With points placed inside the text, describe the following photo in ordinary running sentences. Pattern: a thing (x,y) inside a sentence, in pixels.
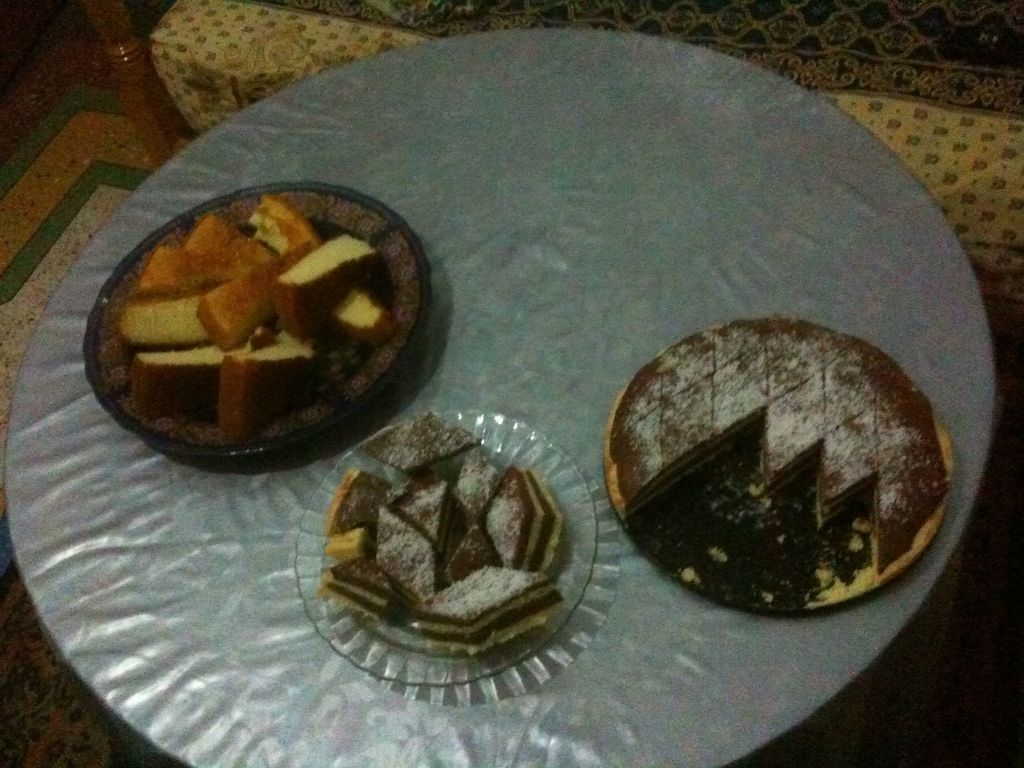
Here in this picture we can see a table (164,566) on which we can see plates (371,394) with full of sweets (431,558) and cake pieces (327,320) present and beside that we can see a sofa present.
